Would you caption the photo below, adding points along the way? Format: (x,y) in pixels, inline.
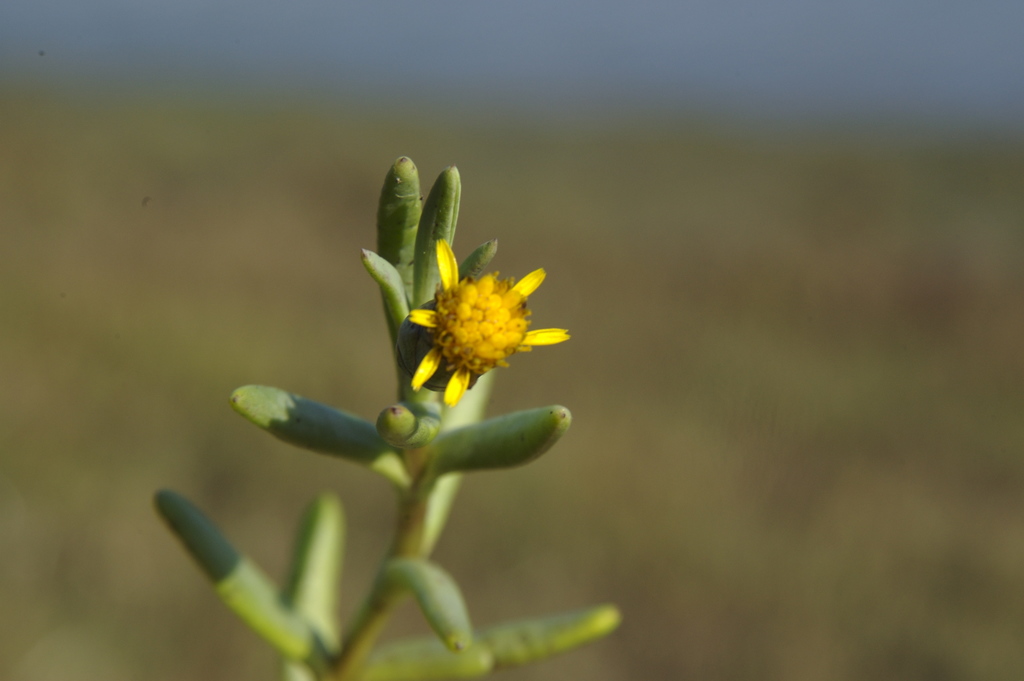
In this picture we can see small yellow color flower (460,282) on the green plant (425,432). Behind we can see blur background (228,226).
